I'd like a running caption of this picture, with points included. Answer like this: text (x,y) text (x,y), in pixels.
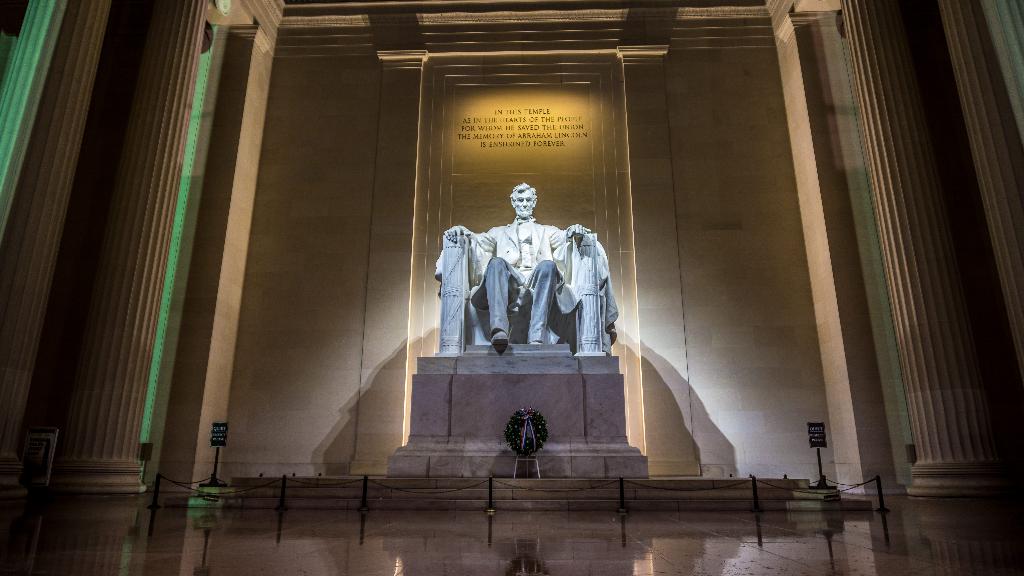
In the center of the picture (508,252) there is a sculpture (536,310). On the right side (1017,106) there are pillars (911,283). On the left side (29,138) there are pillars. In the center of the picture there is railing (567,489). At the top (522,126) there is text (499,114) on the stone (521,137).
